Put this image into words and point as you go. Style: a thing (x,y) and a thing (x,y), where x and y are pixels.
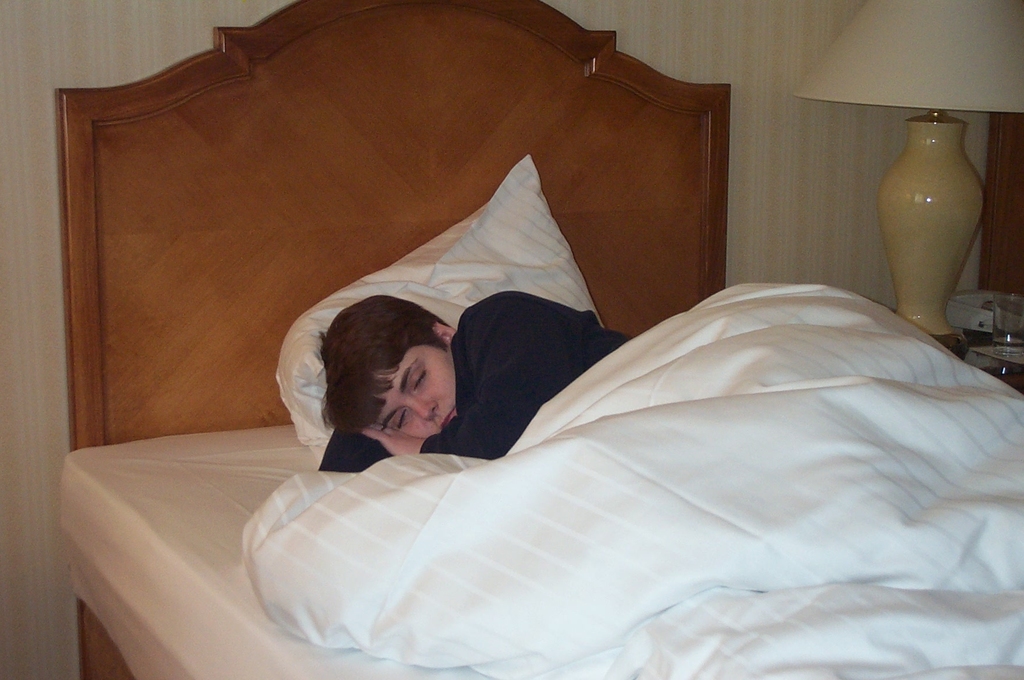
A kid (493,356) is sleeping on a white bed (304,466) and there is a lamp (967,189) beside him.
